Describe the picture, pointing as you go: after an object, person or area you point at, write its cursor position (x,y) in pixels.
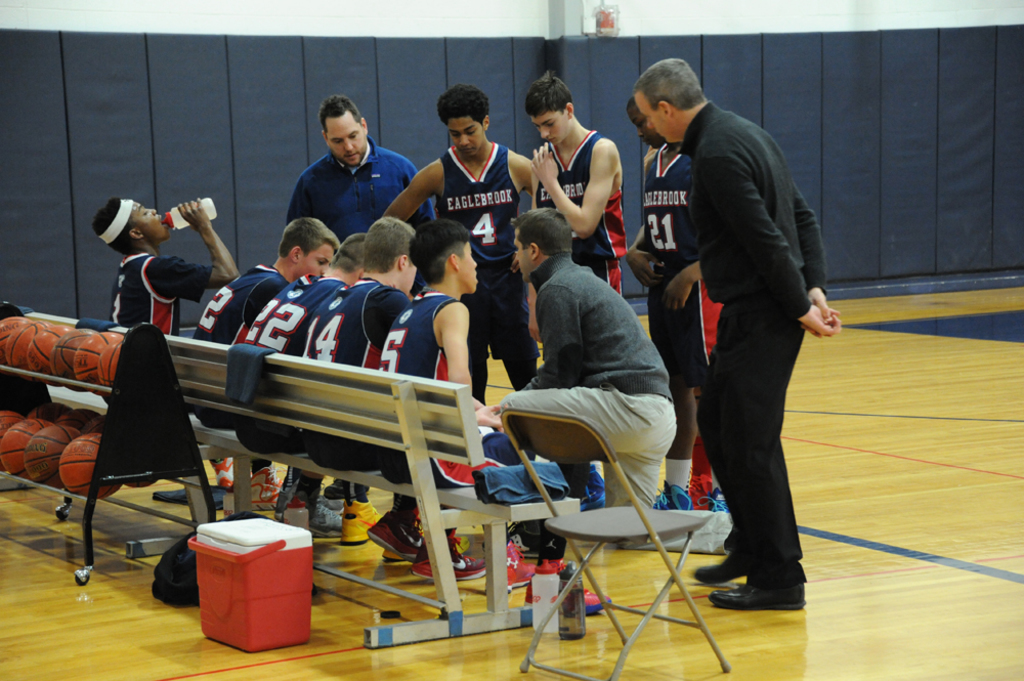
In this image we can see few persons (328,275) are sitting on a bench (444,438), few persons (508,171) are standing on the floor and a man (590,307) is crouch position on the floor (954,384). We can see basketballs (46,451) on a stand (44,390), box (232,564), bottles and objects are on the floor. A person (157,247) on the left side (133,241) is drinking water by holding a bottle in the hand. In the background (513,55) we can see wall (645,26) and an object (604,15).
